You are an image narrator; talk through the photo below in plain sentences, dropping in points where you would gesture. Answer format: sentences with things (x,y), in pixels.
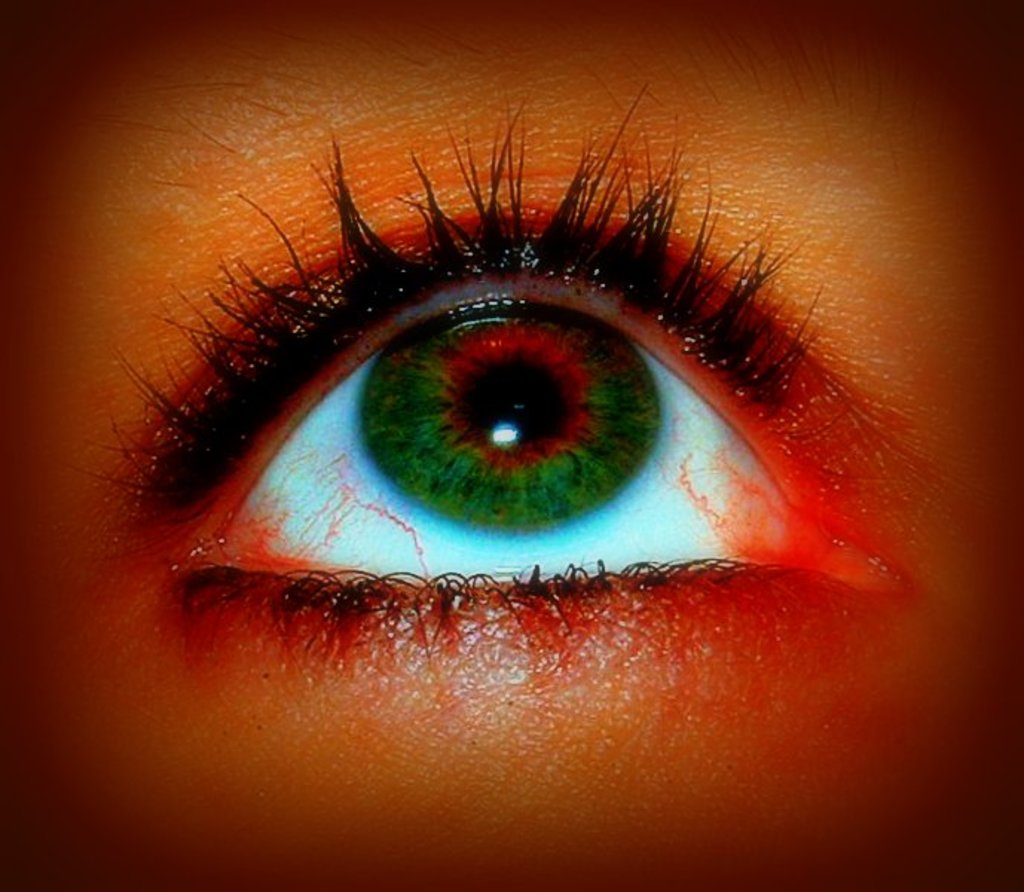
This image consists of an eye (286,366) in red color. In the middle (460,439), the eye (560,472) is in green color.
